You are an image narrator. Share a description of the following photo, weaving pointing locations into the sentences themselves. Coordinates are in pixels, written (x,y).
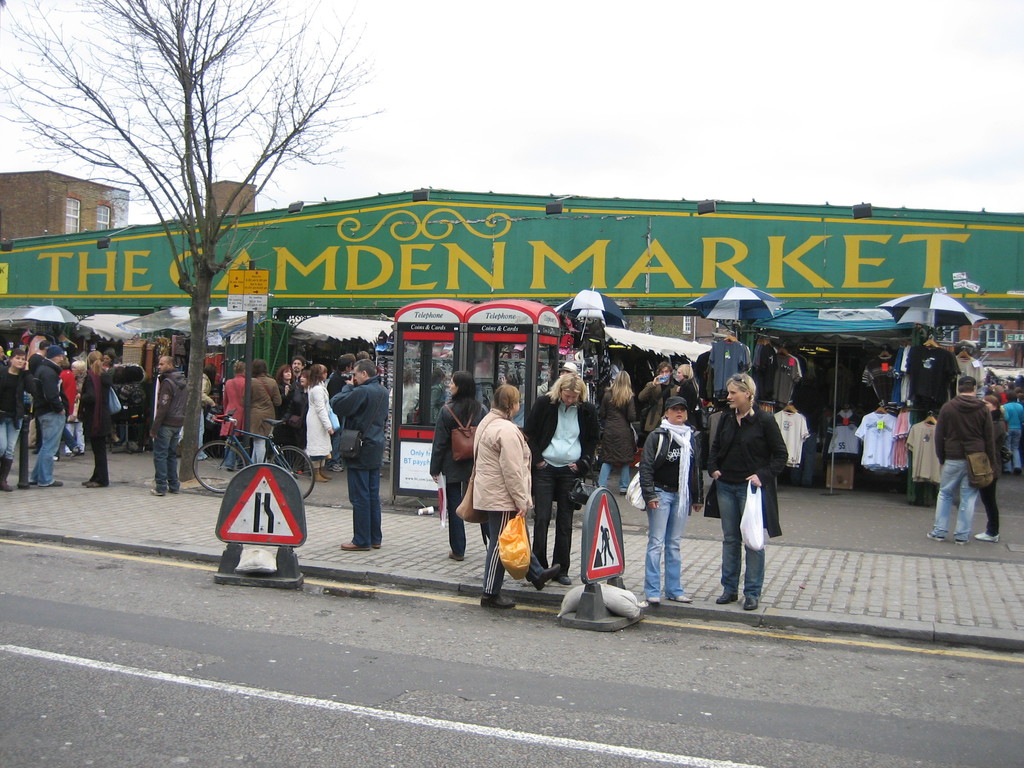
In this image, there are a few people (112,363). We can see the ground (348,591) with some objects (292,515). We can see some clothes (908,440), umbrellas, poles (248,449), signboards (246,215). We can also see some buildings (91,226), a tree (199,155) and the sky (506,122). We can see some stores (861,415) and a few boards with text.
